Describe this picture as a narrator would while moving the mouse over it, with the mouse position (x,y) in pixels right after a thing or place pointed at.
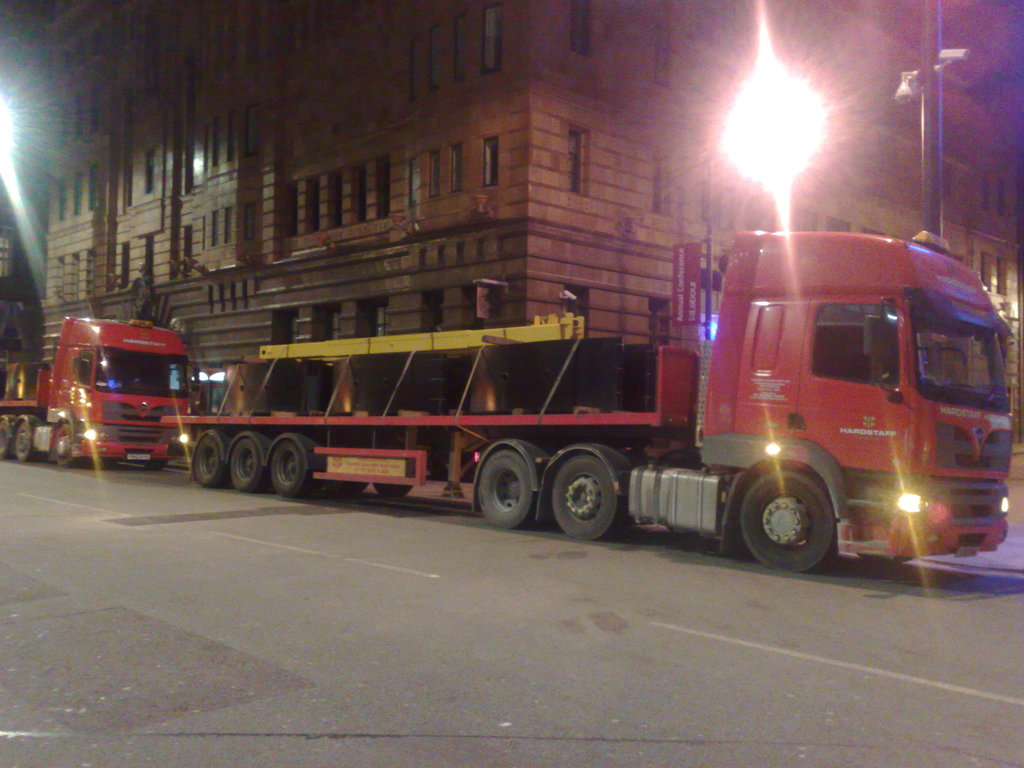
In this picture we can see trucks (445,466) on the road (605,590), in the background (627,216) we can see a building (615,230), few lights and a pole (927,171).
